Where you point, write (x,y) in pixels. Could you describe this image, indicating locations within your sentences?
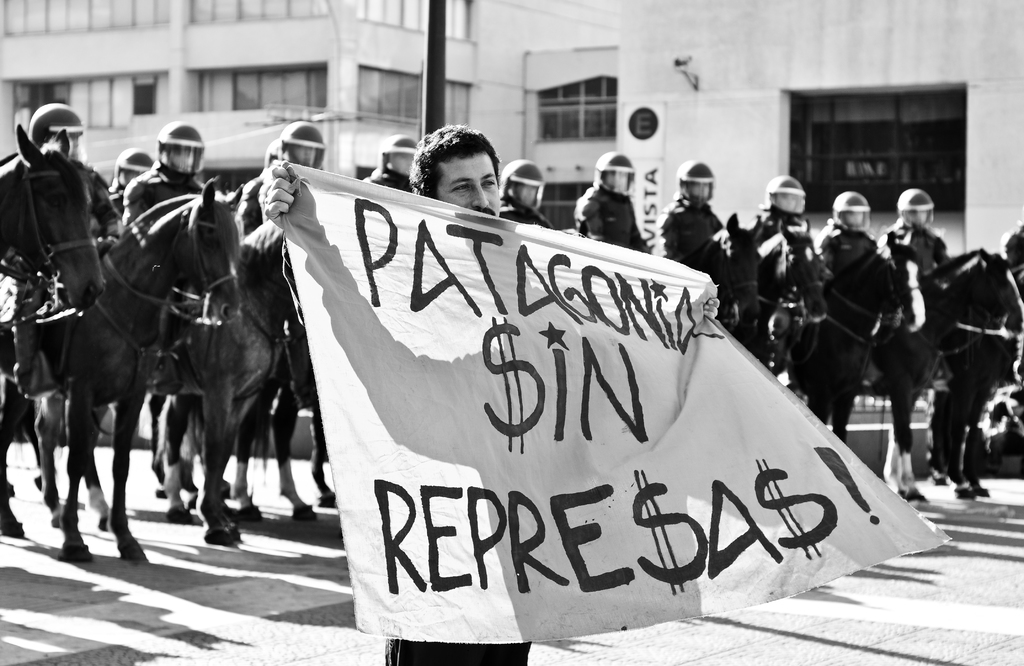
As we can see in the image, there are buildings (634,62), a window (821,125), few people (1018,242) sitting on horses (69,217) and the man (422,658) who is standing in the front (444,356) is holding banner (625,439).
